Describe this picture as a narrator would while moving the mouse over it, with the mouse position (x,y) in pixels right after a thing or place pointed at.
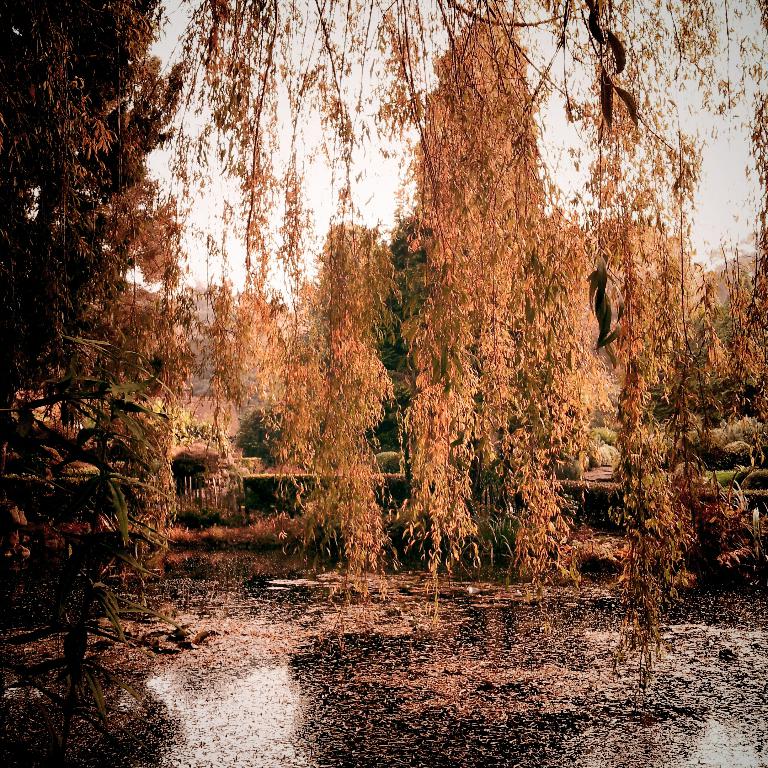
In front of the image there are leaves (563,666) on the water (432,686). There are trees (367,557). In the background of the image (332,164) there is sky (283,156).
